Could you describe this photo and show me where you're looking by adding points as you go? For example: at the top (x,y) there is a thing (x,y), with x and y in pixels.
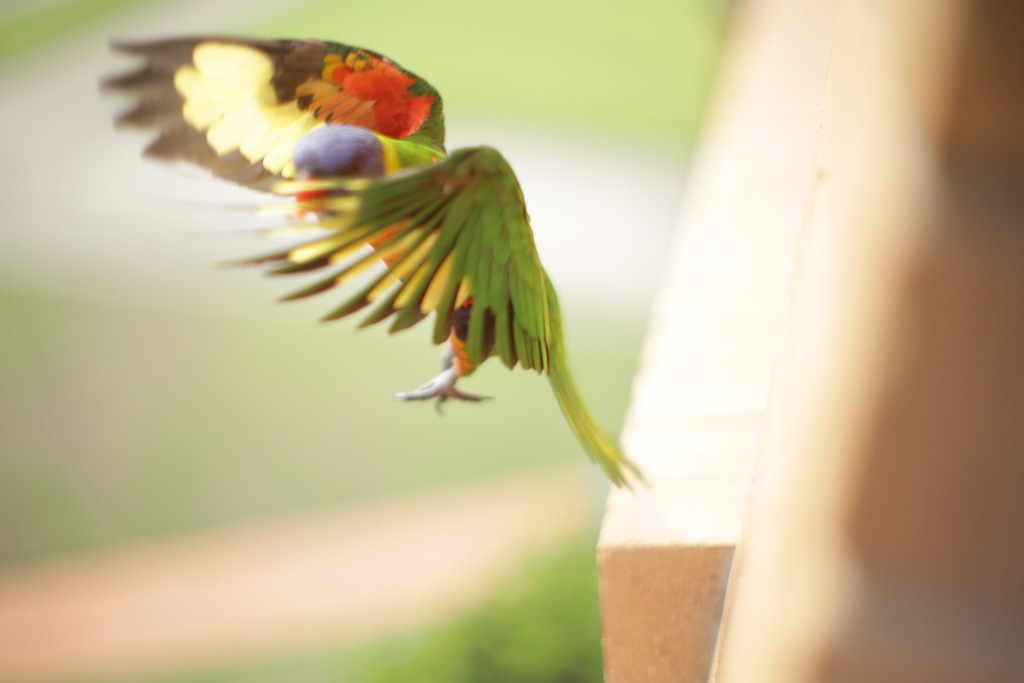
As we can see in the image in the front (521,269) there is a parrot (359,187) and the background (82,237) is blurred.
